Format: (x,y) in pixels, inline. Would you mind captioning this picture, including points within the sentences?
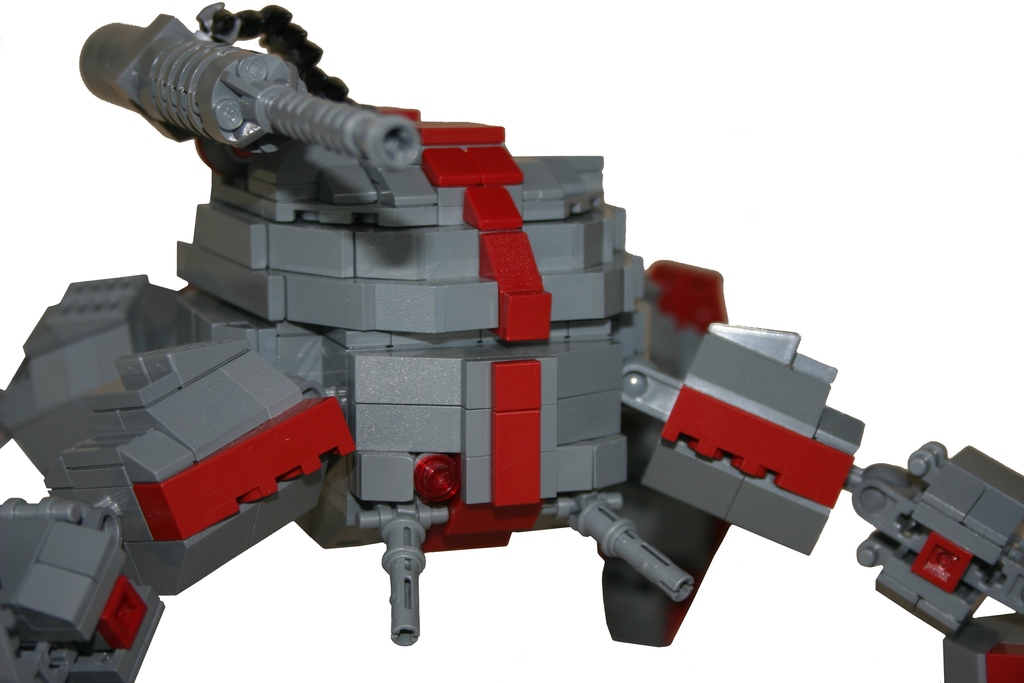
In this picture I can see a toy (443,287), and there is white background (723,655).
